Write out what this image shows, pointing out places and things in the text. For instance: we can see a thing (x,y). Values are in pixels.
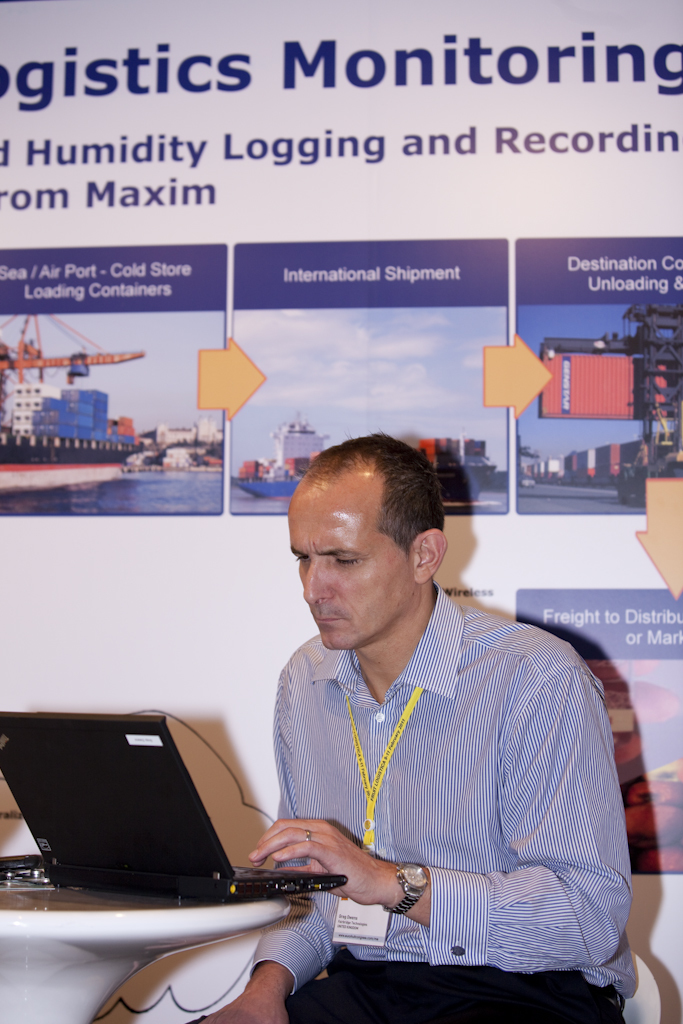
In the center of the image (296,528) we can see a man (377,872) sitting, before him there is a table (103,931) and there is a laptop (91,855) placed on the table (111,919). In the background (181,403) there is a board (412,289) placed on the wall (645,893).
